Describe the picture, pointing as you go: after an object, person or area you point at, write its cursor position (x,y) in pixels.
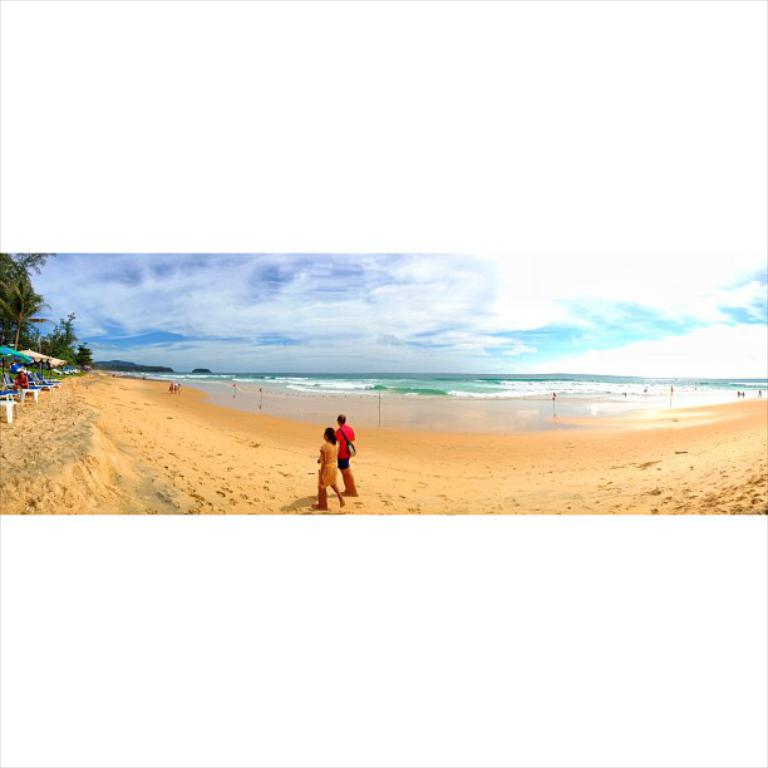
In this image we can see a beach (539,494) and a sea (373,379). There are many people (338,448) in the image. There are many trees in the image. There are lying chairs (12,408) in the image. There is a blue and cloudy sky (63,302) in the image.
